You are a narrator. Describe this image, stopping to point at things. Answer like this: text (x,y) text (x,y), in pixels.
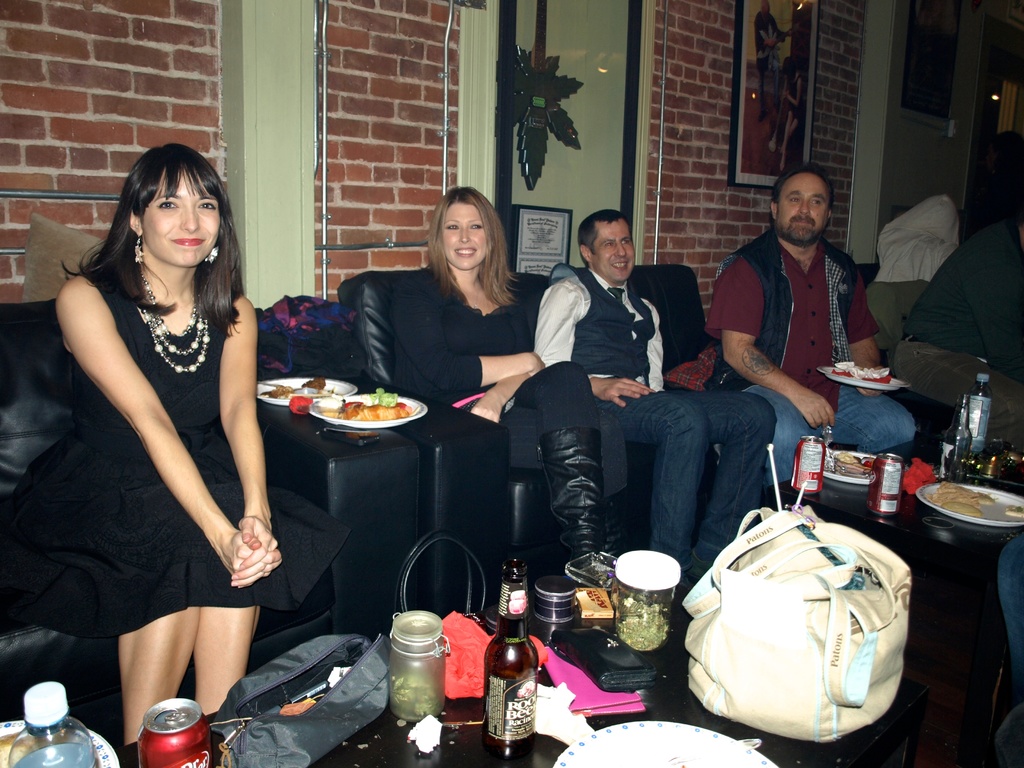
In this picture i could see four persons (424,358) sitting on the black colored sofa (382,450), and giving a smile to the picture. In the background (422,147) i could see a red colored brick wall (390,103) and a wall hanging (551,91) on the wall (374,103) and in the front of the persons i could see the black colored table (688,660). On black color table (683,645) there is bottles (74,746), tins (168,743), bags (746,667), plates (644,734).
